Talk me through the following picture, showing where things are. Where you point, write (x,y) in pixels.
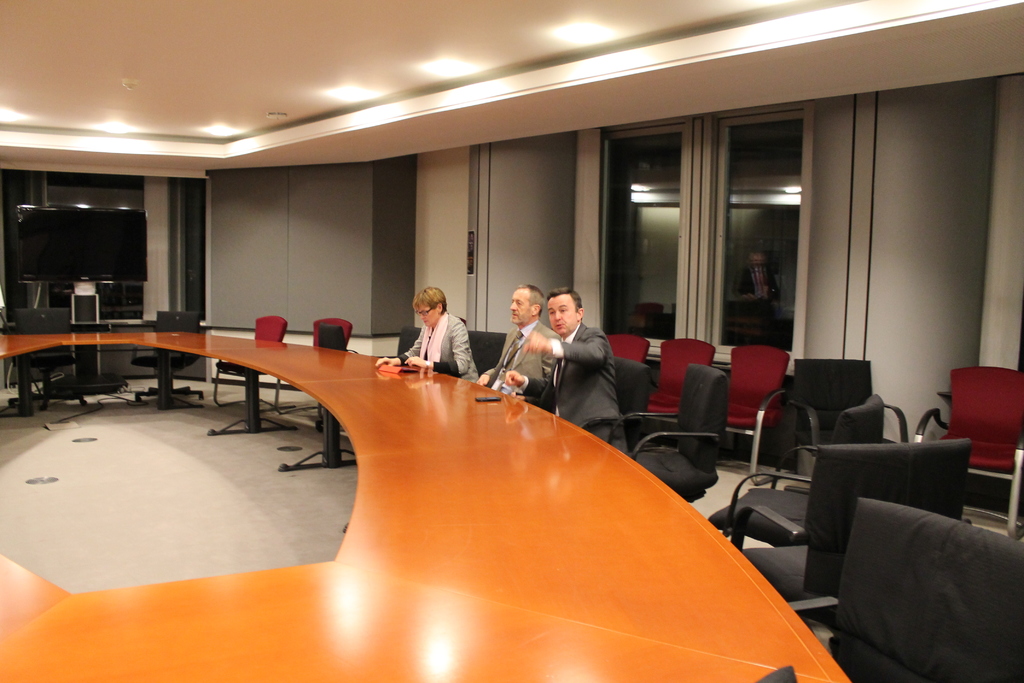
It looks like a conference room (635,440). In this image, 3 peoples (585,378) are sat on the chair (626,393). We can see red color chairs (740,388), black color chairs (710,426). And orange color table (418,594) and floor (185,523). We can see white color roof (187,77) with lights (360,92). Here we can see glass door (657,240), ash color wall (462,235). There is a television (79,245) here and stand (88,294).
